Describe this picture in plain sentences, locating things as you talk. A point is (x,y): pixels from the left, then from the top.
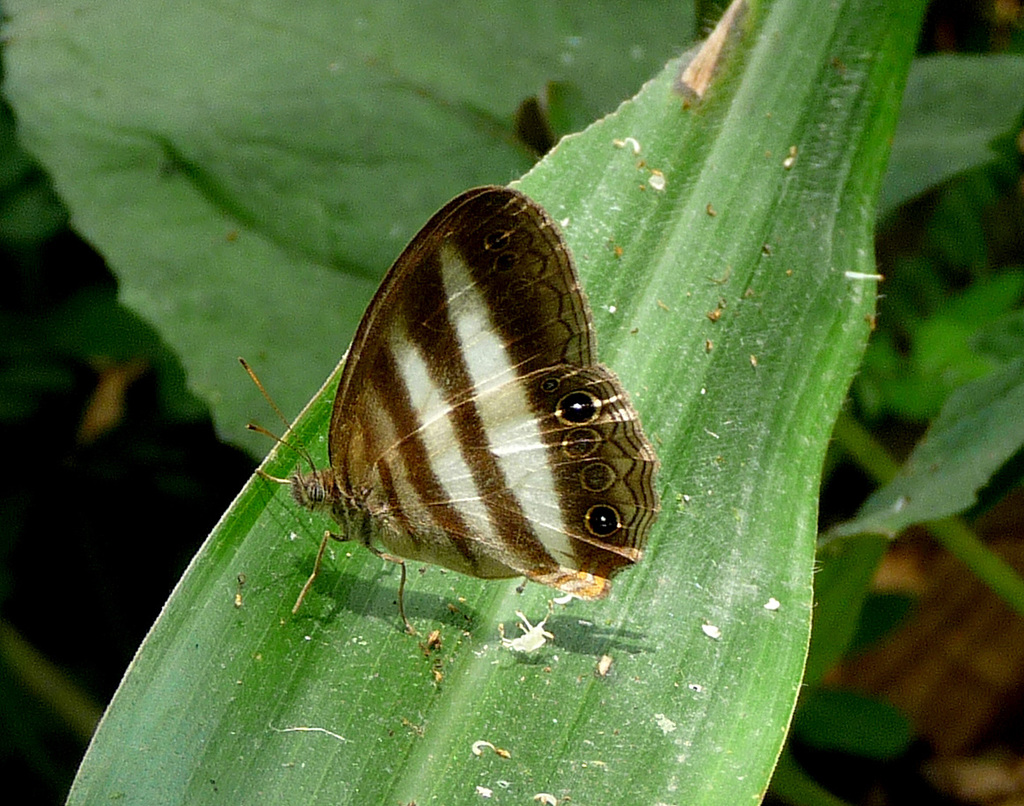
In this image in the middle (680,466), there is a leaf (585,655) on that there is a butterfly (429,502). In the background (961,401) there are plants (387,252).
